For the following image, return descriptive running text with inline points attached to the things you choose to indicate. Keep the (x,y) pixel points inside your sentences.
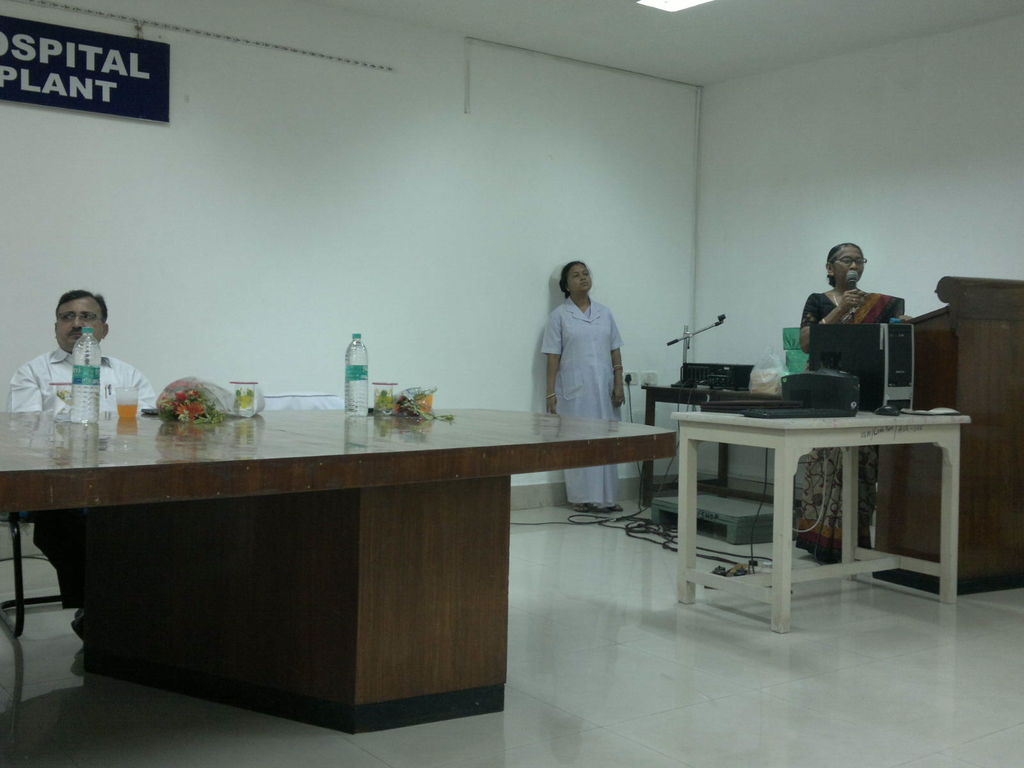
In this picture I can see a person (78,589) sitting in front of the table (334,417), on which I can see some objects (350,393) are placed, side two womens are standing among them one woman (856,317) is holding mike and talking, in front (860,333) I can see the table (706,425) with some objects (873,326).
